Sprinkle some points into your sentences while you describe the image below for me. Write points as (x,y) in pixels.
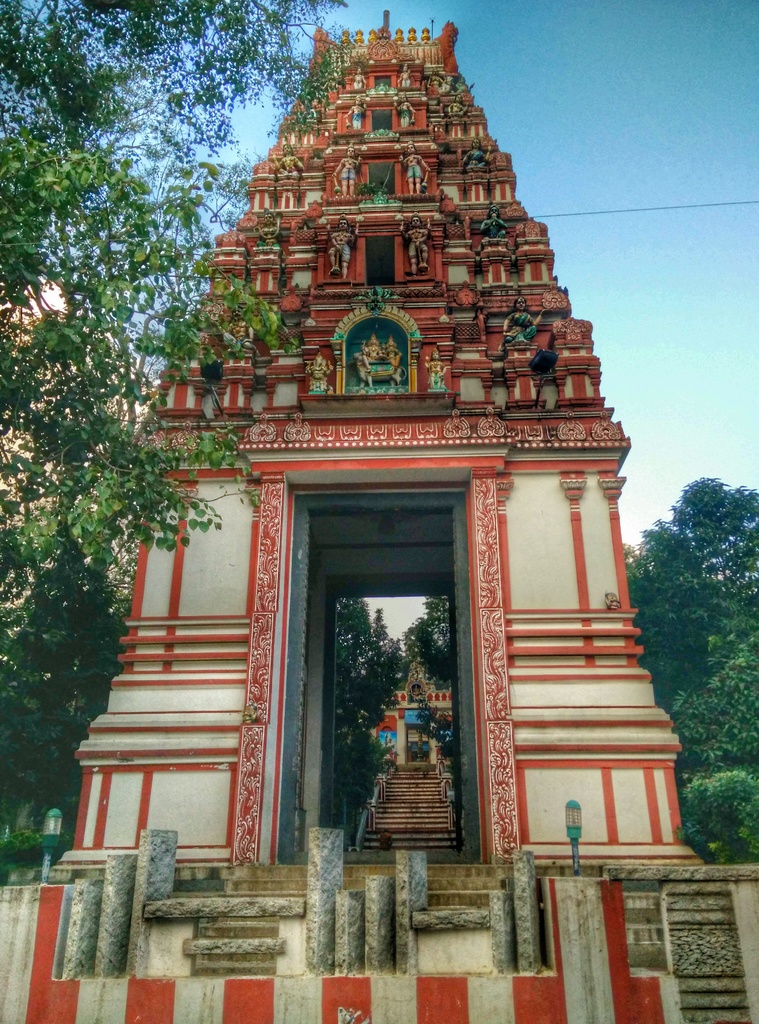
In the center of the image (346,547) we can see temple entrance door (495,774), stairs (399,771), lights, trees (680,552) are there. At the top of the image (628,123) sky (576,138), wire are there.
